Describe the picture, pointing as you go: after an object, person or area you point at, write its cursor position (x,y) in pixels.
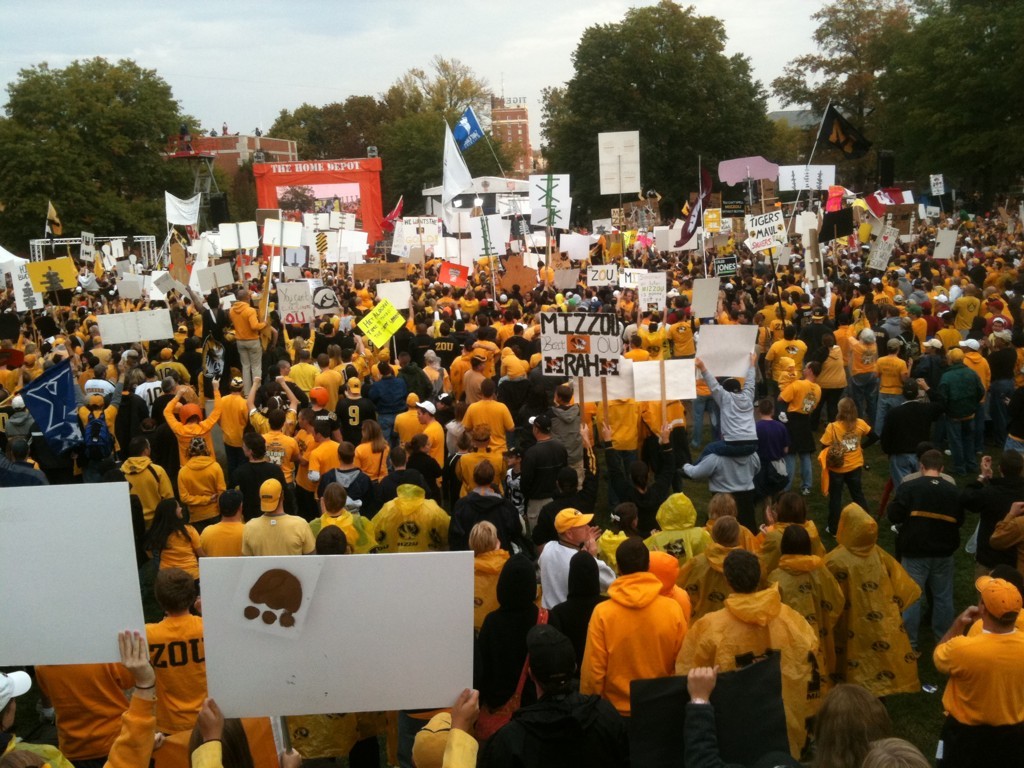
In the image we can see there are many people (261,355) around, they are wearing clothes (228,442) and some of them are wearing the cap (1004,581), they are holding a poster (256,613) in their hand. This is a flag (476,130), pole (819,132) and there are many trees (356,133) and building (503,127) around, and a cloudy pale blue sky (236,67).
